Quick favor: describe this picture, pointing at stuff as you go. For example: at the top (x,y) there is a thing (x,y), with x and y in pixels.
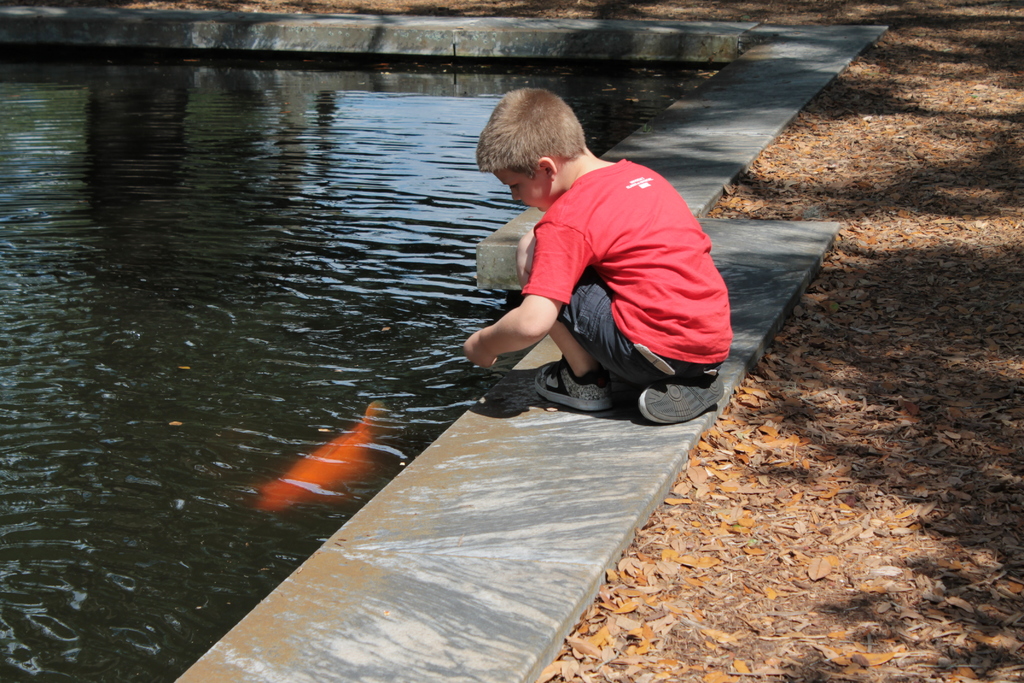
In this image there is a boy (621,313) crouching in front of the pond (291,216). Inside the pond (272,408) there is a fish (290,493).
